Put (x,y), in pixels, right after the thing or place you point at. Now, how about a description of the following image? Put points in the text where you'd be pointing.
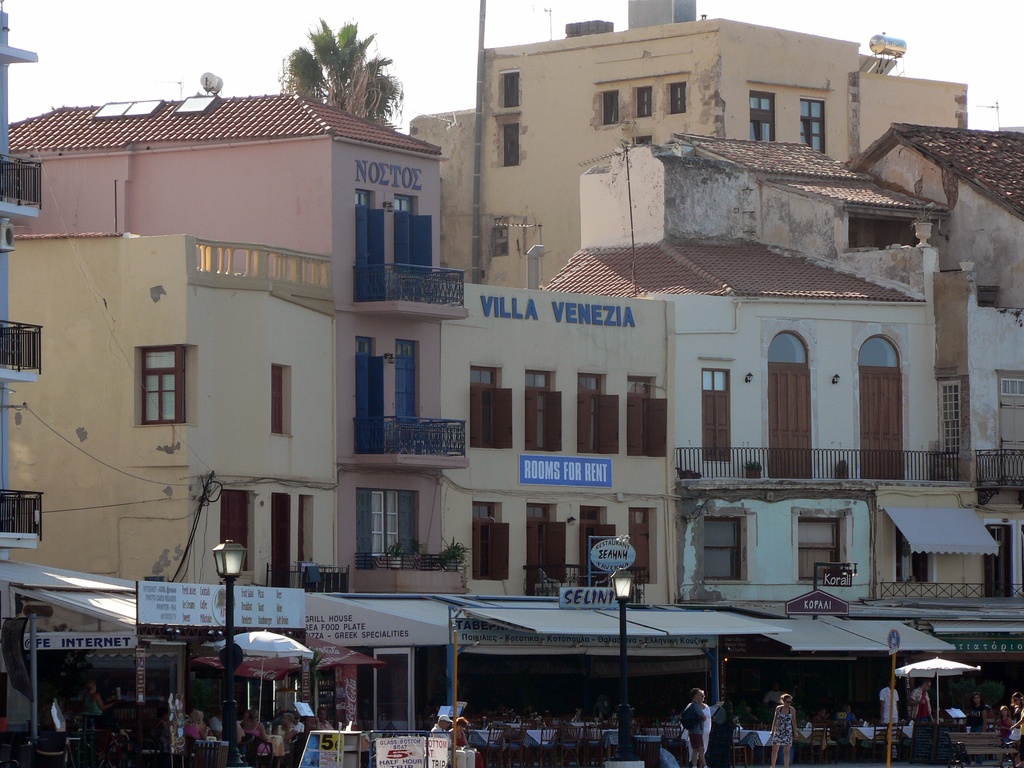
At the bottom (406,705) we can see light poles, few persons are standing and few are sitting on the chairs (670,746) at the table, hoardings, stores (800,641). In the background (313,272) we can see buildings (331,483), windows (365,511), fences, poles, pipes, name boards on the wall (513,440), text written on the wall (349,212), solar plates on the roof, antenna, some other metal objects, trees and sky (123,2).
